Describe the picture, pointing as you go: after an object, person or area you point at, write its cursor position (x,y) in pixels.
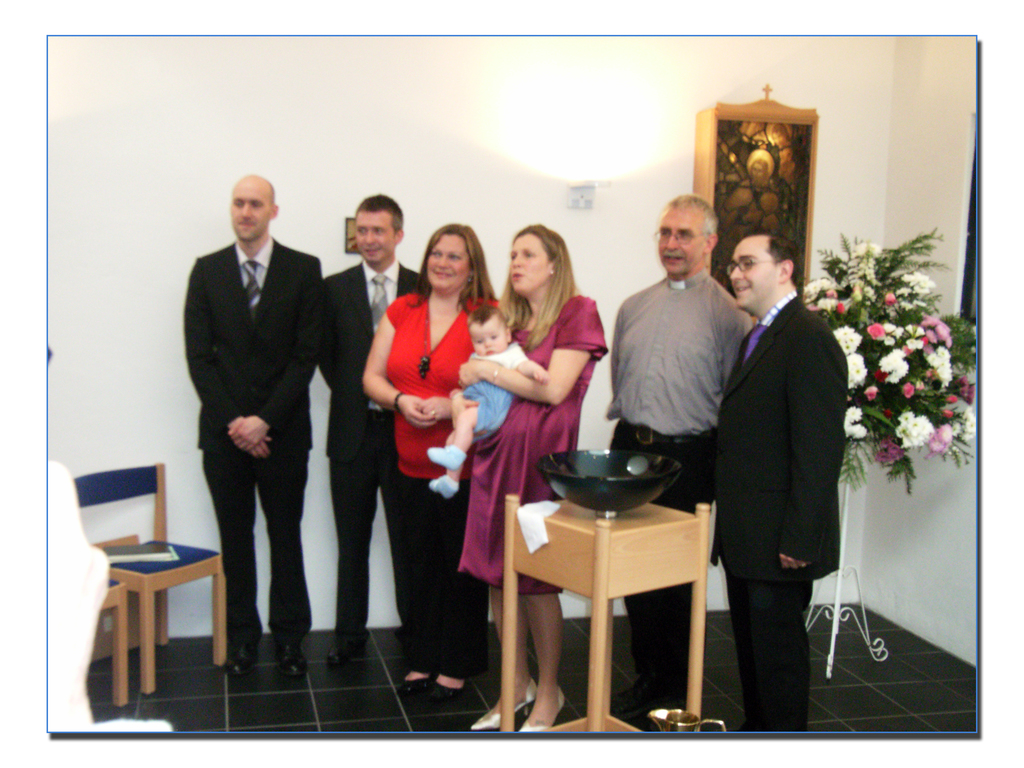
There are four men (307,287) and two women (555,322). One woman (522,324) is holding a baby boy (479,414). At the left side of the image (120,484) there is a chair (183,565), and this is a table (570,554) with a bowl (621,494) on it. Behind this man (789,380) there is a flower vase (867,376) with a beautiful flowers (898,378). This photo frame (720,155) and lamp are attached to the wall (653,156).
